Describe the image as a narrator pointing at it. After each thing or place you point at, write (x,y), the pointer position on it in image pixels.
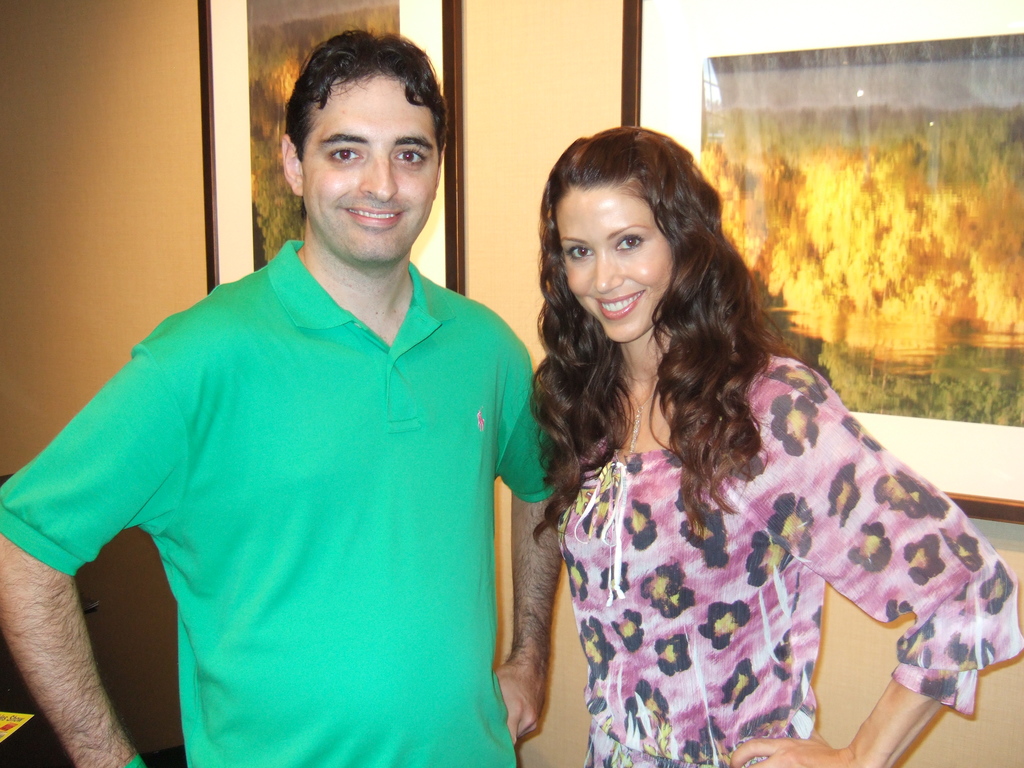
In this image we can see a man (547,495) and a woman (726,594) are smiling. Man (357,372) is wear green color t-shirt (410,570) and the woman (775,627) is wearing black and pink color top (742,606). Behind the paintings (799,118) are attached to the wall (539,121).
